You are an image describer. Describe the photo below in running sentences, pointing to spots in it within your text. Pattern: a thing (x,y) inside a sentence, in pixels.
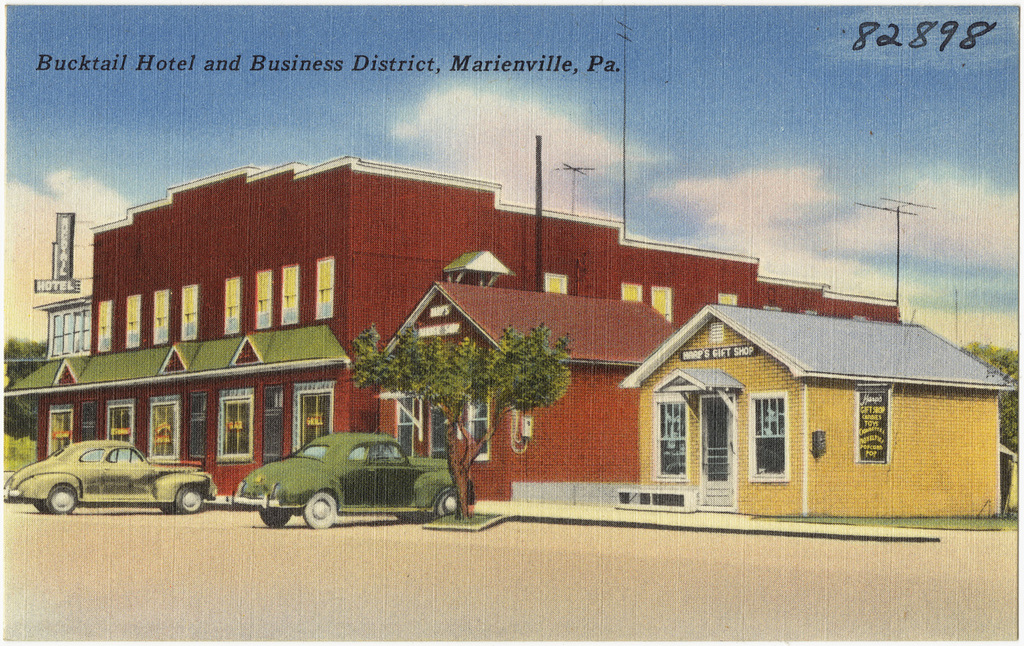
Here in this picture we can see a house (643,413) and a building (224,318) and a couple of cars (371,473) printed on a paper (459,527) and we can also see tree (492,368), plants (12,457) present and we can see clouds (517,151) in the sky (669,127).
